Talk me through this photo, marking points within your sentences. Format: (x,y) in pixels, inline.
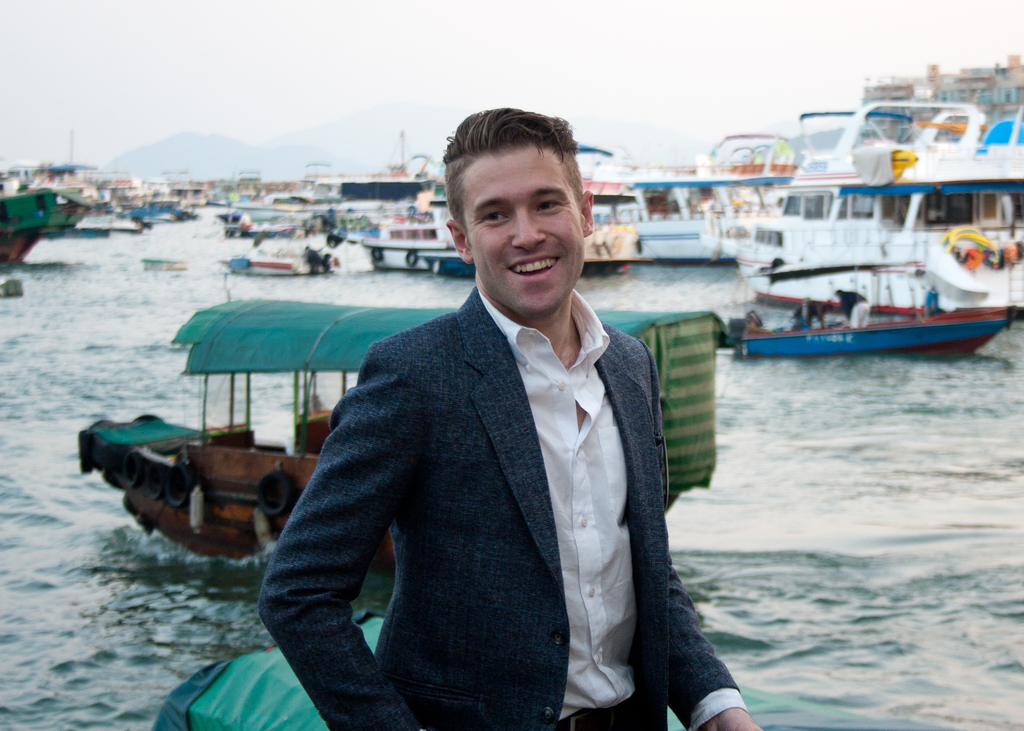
In the middle of the image (497,359) there is a man (480,497) smiling. Behind him there is water (198,599). On the water (109,284) there are many ships (965,155) and boats (228,503). At the top of the image (342,73) there is sky (627,51).
